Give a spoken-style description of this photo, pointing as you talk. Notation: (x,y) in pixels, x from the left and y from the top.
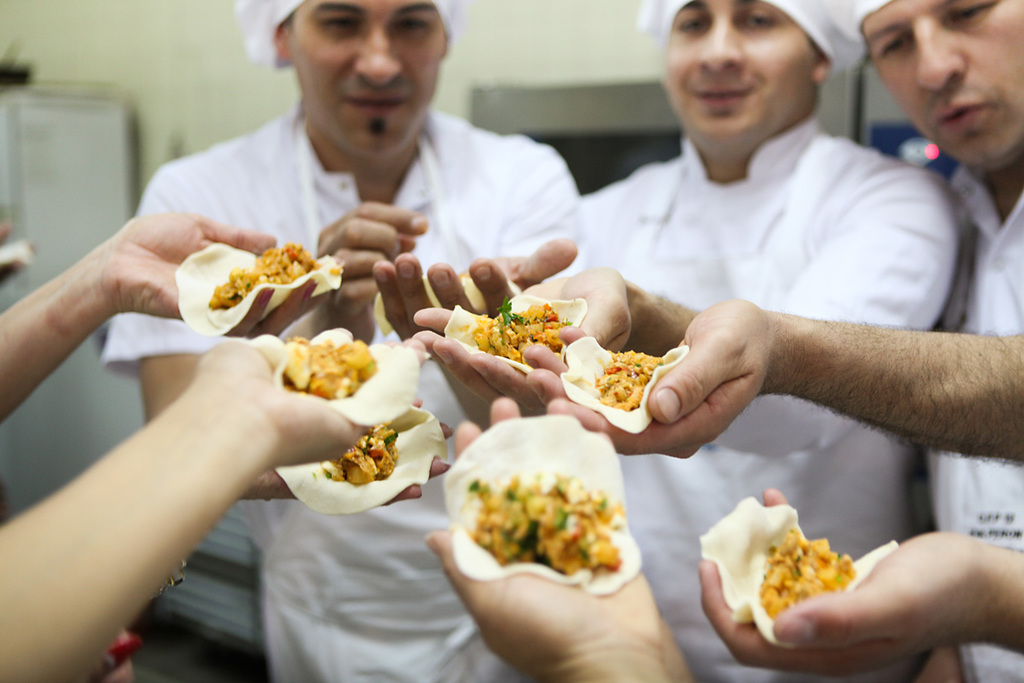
In this image we can see men (204,348) standing and holding food (575,385) in their hands (717,378).
